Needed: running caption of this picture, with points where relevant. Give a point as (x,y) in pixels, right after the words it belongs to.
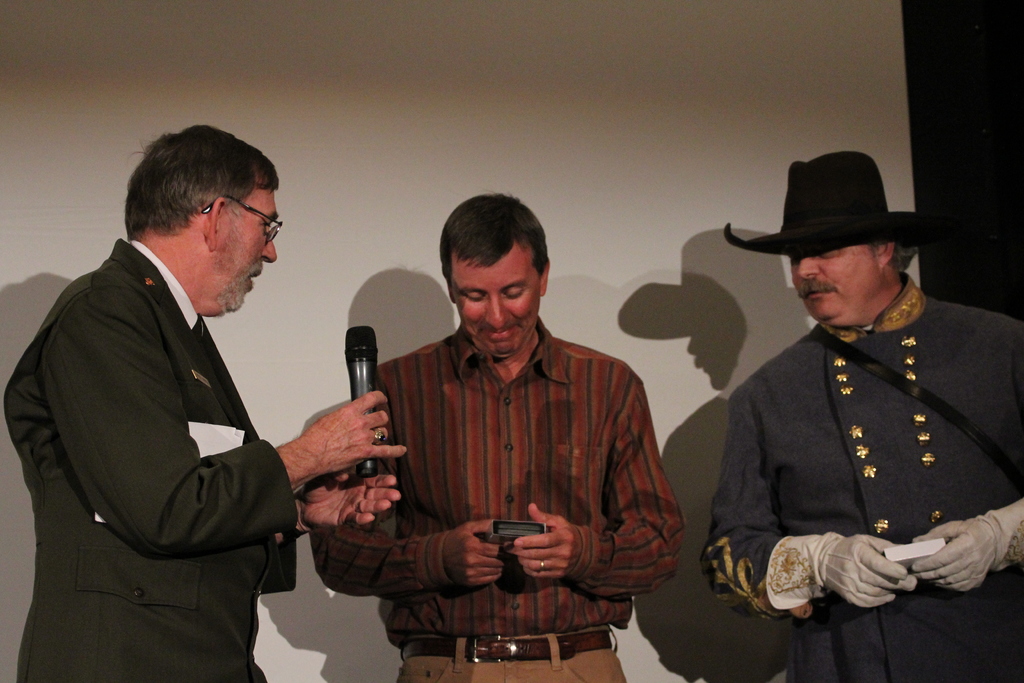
These three persons (1017,509) are standing, this person (259,513) holding paper (217,441) and microphone (357,390), These two person (535,654) holding objects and this person (852,227) wear cap (841,199). On the background (563,76) we can see wall (448,24).
